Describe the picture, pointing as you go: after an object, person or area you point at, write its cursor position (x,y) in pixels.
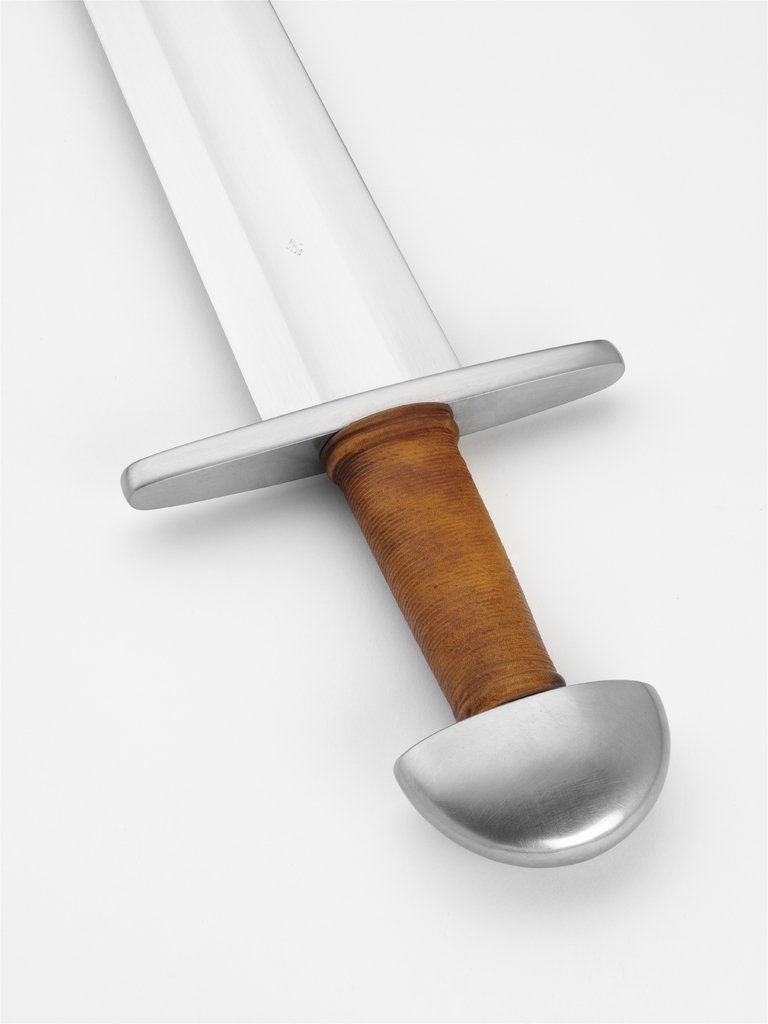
In this image I can see a sword (421,473). The background (169,992) is in white color.
